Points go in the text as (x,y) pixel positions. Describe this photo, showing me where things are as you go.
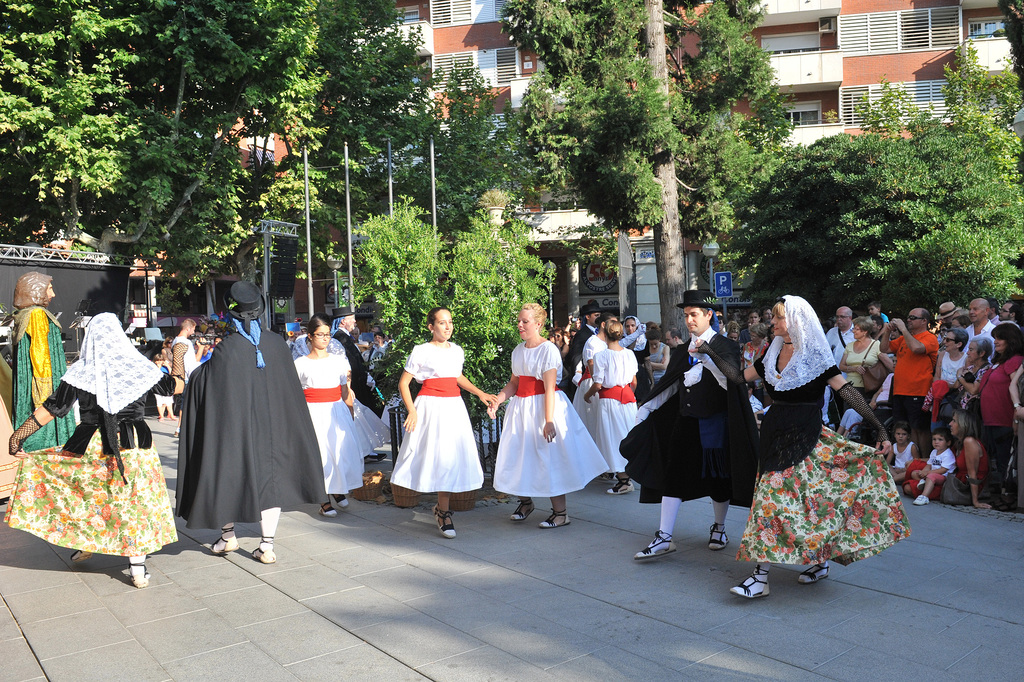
In the center of the image (427,433) we can see people (687,412) wearing costumes (791,389). On the right (916,335) there is crowd (942,342). In the background (160,224) there are trees (325,193), poles (435,198) and buildings (853,110). We can see a sign board (724,284).
